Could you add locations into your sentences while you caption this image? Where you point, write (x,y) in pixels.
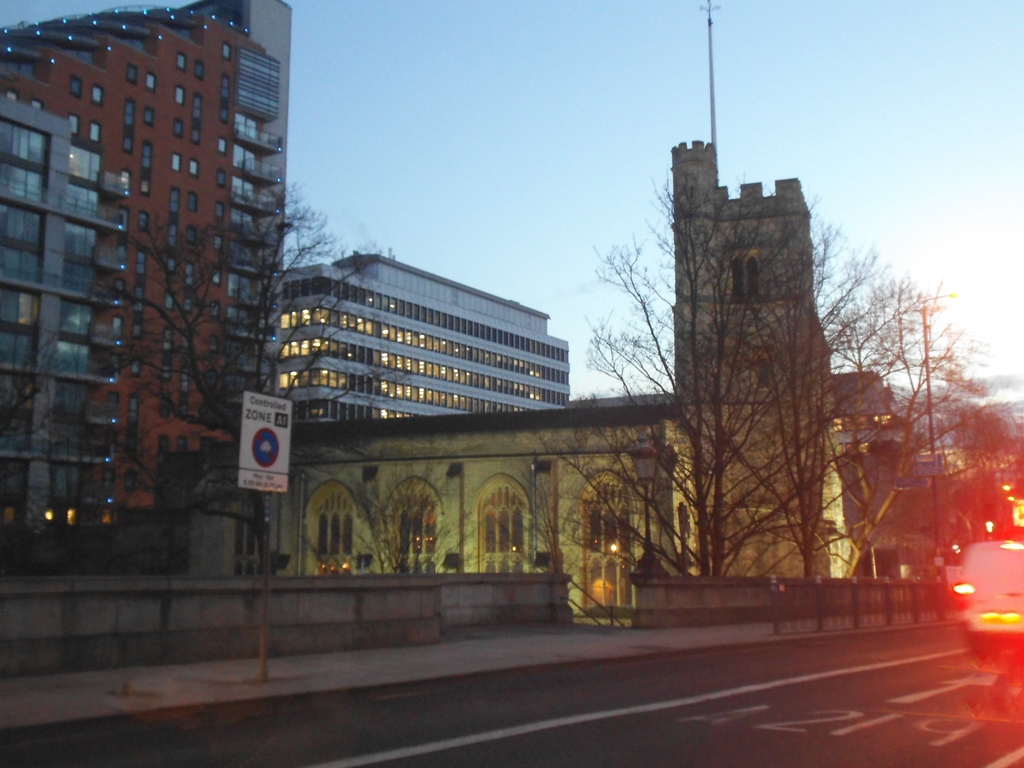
In this picture we can see buildings (220,559) with windows (57,403), trees (795,443), signboard (258,410) and a vehicle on the road (370,708) and in the background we can see the sky (454,121).
